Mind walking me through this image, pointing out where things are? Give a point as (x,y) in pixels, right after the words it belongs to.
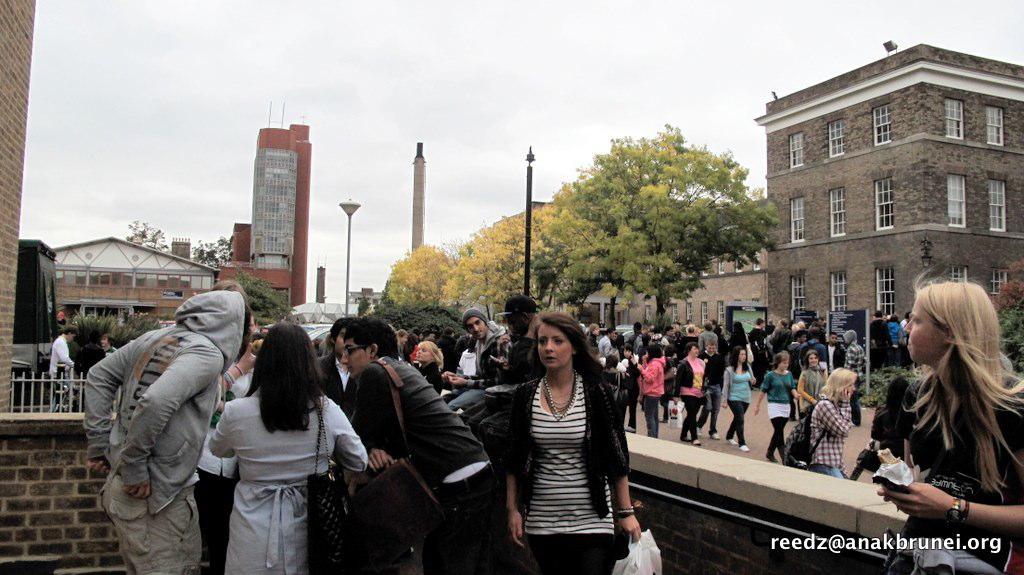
This image consists of many people (451,460) standing and walking on the road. To the left (99,255), there are buildings (129,274). In the background (479,280), there are trees (476,273) along with poles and buildings (726,266).
